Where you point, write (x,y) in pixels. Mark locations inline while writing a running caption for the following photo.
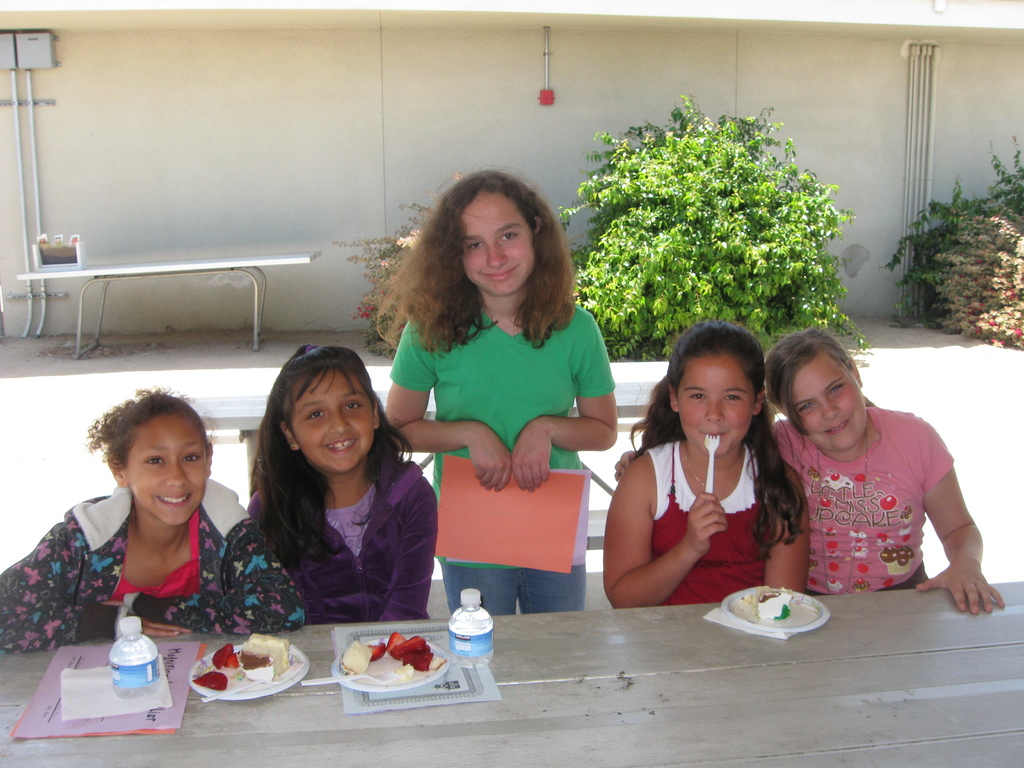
In this image there are four girls (720,465) sitting and one girl (580,309) standing in front of the table (597,682). On the table (263,734) there are papers (477,672), bottles (131,664), tissue papers (90,680) and three plates (339,664) of food items (396,650). There is also forks (312,682) present in the plates (727,603). In the background (189,270) there are shrubs (733,240) and also bench (209,265). There is also a plain wall (382,56).
